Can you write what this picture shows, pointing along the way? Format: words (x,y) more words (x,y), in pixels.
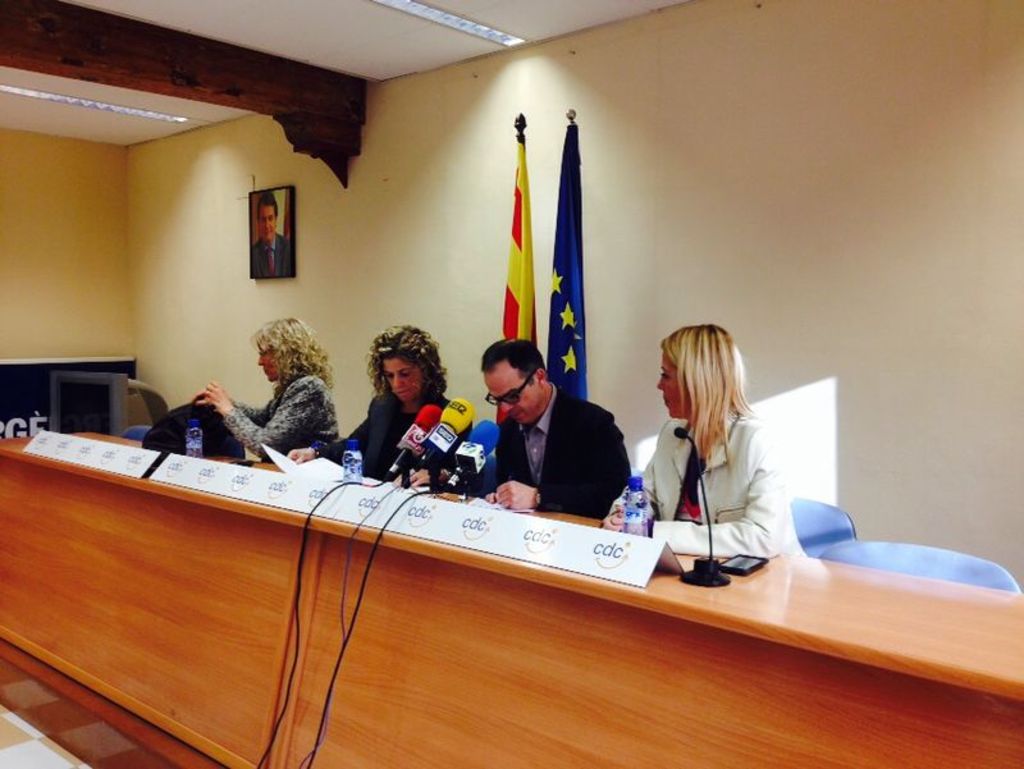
In this image three woman (728,488) and man (517,469) are sitting on the chair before a table (279,545) having few mics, bottles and a mobile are on it. Behind the person (527,448) there are two flags (521,309). A picture frame (259,220) is attached to the wall (351,241). Woman (283,390) at the left side of image (259,365) is holding a bag (204,408) in her hand (220,392), beside woman (369,432) is holding paper (322,479). Behind them there is wall (207,128). Few lights (75,99) are attached to the roof (305,34).
